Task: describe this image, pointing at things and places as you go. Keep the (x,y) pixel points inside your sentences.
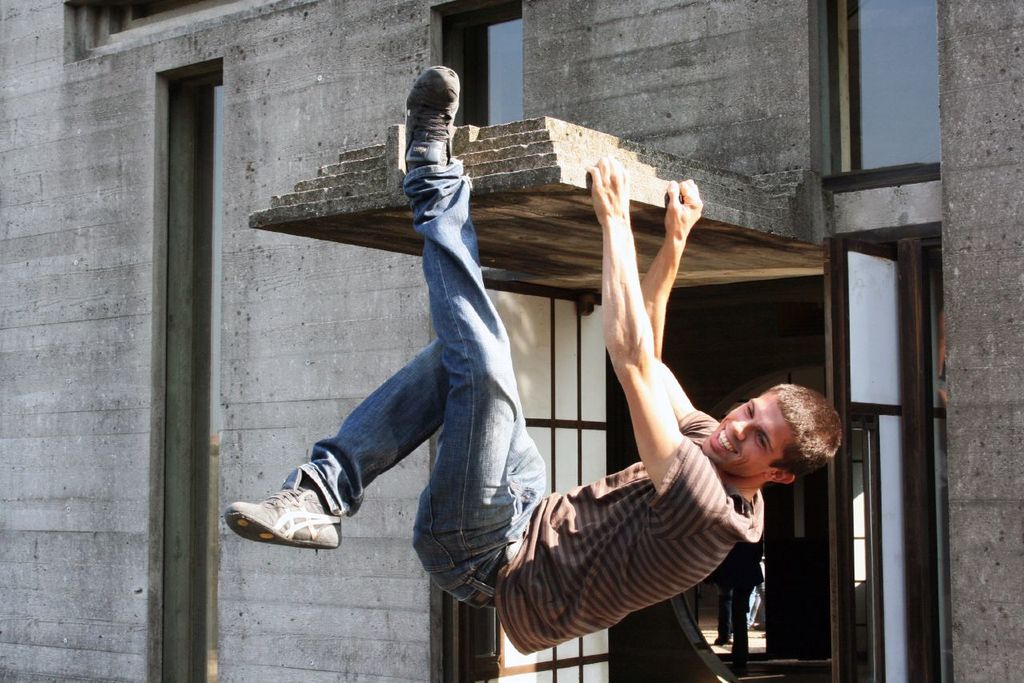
In this image we can see a person (509,499) hanging with hands (601,178) on a building (560,156). Also there are windows (214,128).
